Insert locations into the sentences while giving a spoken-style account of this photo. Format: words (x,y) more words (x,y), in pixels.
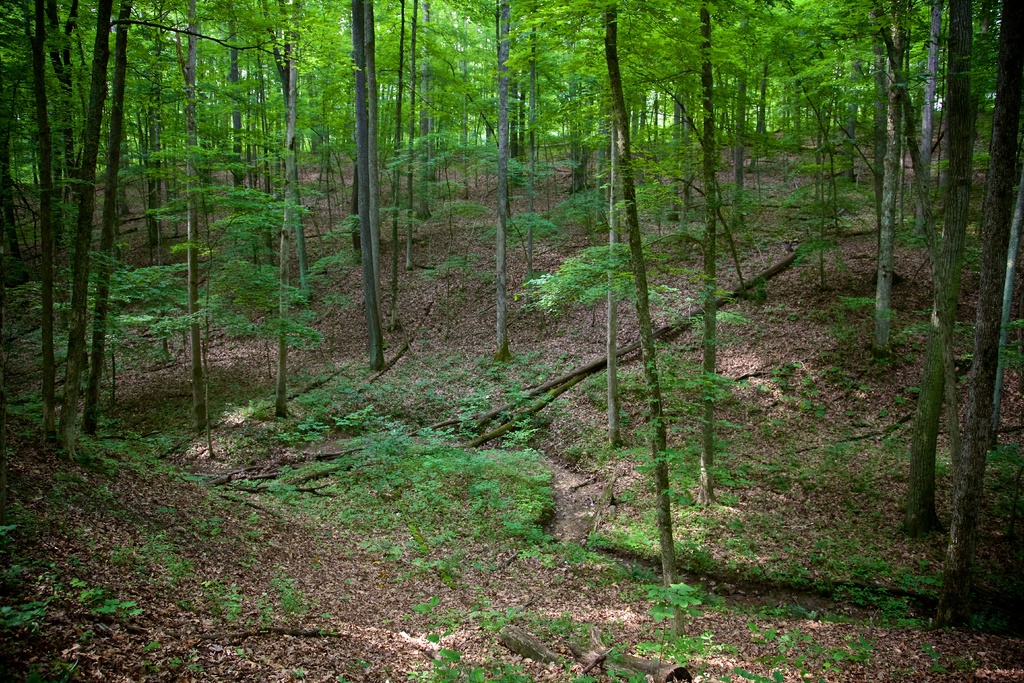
In this image, there are a few trees (625,129) and plants (645,428). We can see the ground (369,562) with some objects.
